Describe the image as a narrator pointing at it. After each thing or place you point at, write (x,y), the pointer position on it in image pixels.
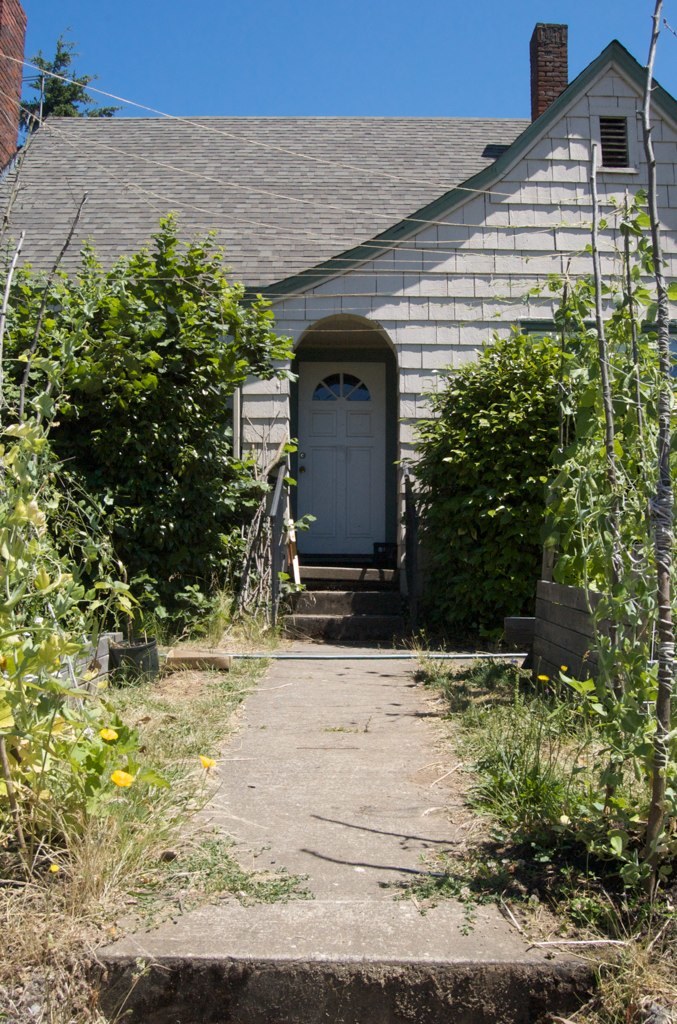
Here we can see plants (621,1023), trees (489,456), flowers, and a house (277,518). This is a door (367,544). In the background (458,111) there is sky (462,49).
